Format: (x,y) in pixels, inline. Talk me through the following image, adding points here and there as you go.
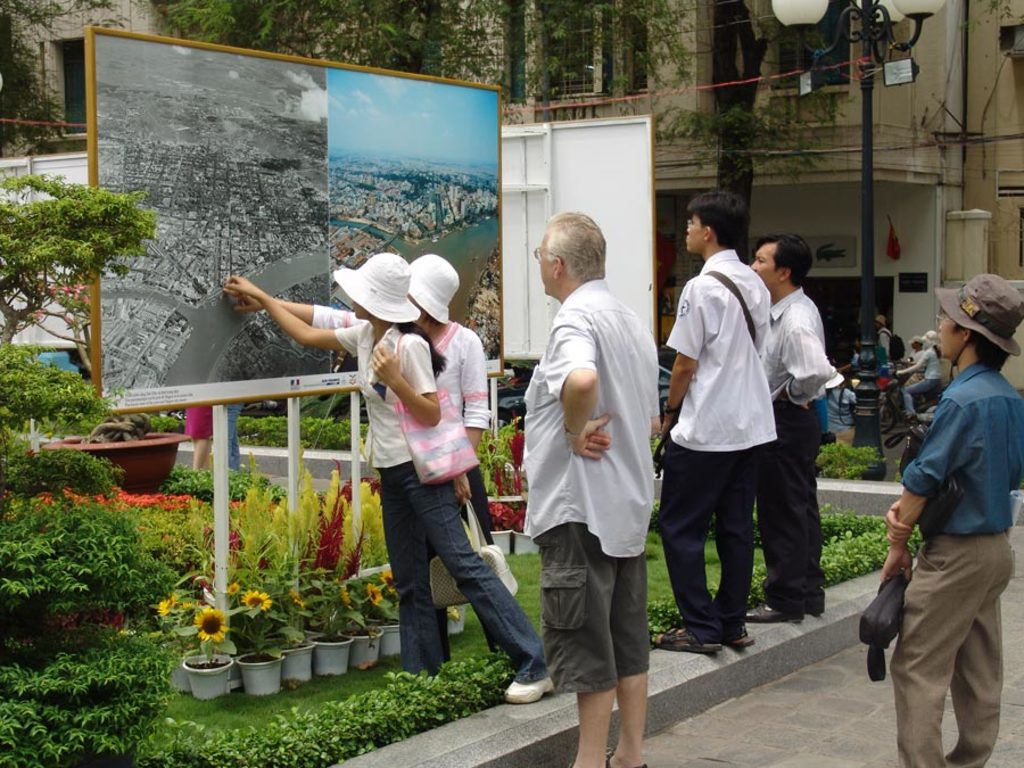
In this picture there are people (730,373) and we can see plants (243,481), pots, flowers (312,559) and grass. We can see lights (807,4), boards (603,178) and poles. In the background of the image (832,74) we can see building (82,35) and trees (729,122).
